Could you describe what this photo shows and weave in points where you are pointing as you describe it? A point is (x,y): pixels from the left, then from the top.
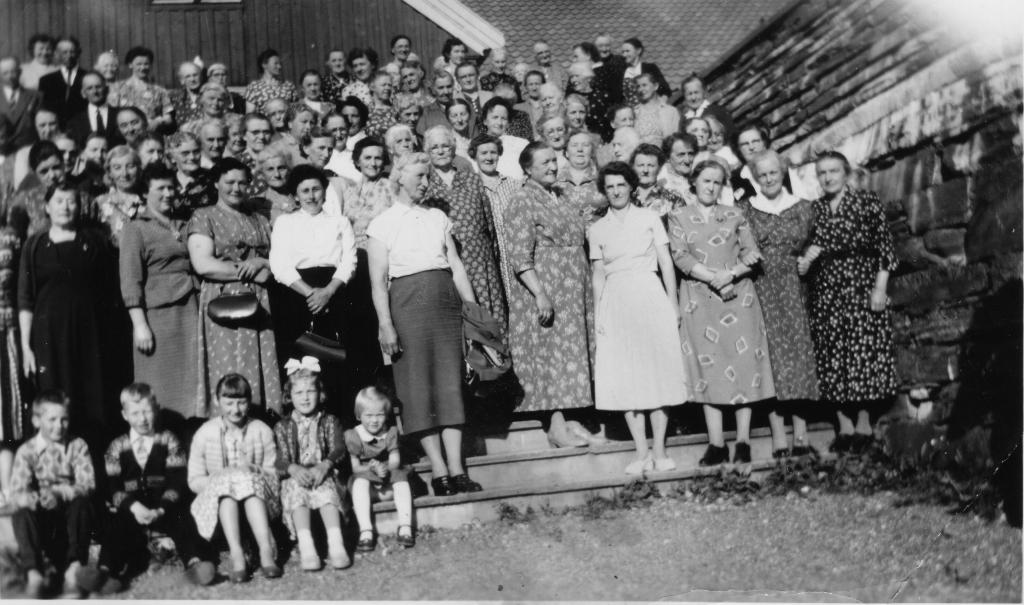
In this image I can see the black and white picture in which I can see few children (149,443) are sitting on the stage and number of persons (170,227) are standing. I can see few plants (831,469), a wall (965,291) which is made up of rocks (998,346) and few buildings (547,27) in the background (353,28).
